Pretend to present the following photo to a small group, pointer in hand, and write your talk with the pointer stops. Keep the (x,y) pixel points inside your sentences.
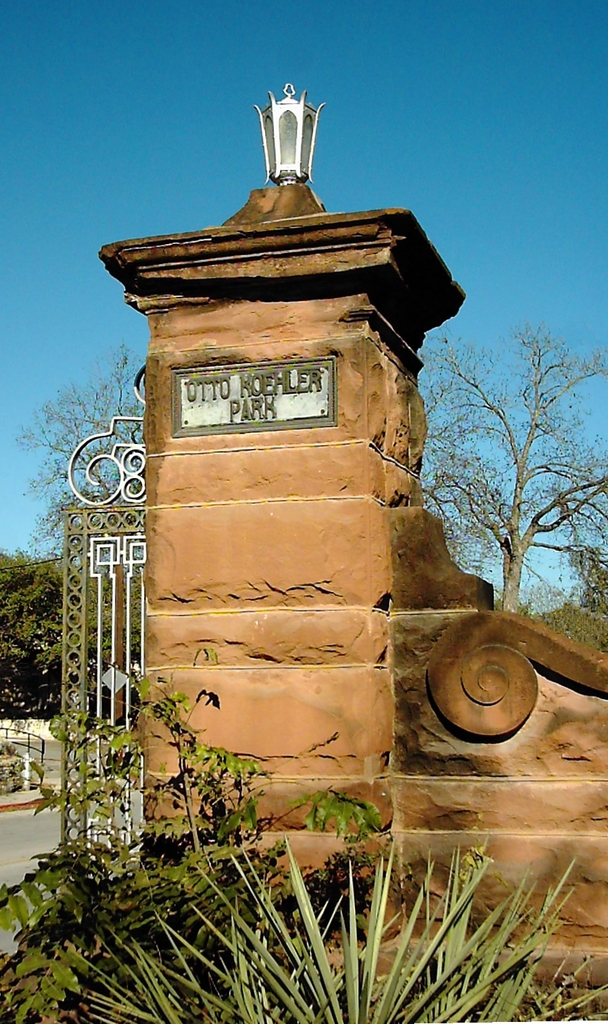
In this picture I can observe plants (376,913) in the bottom of the picture (239,911). I can observe name board (265,421) fixed to the pillar (214,502) in the middle of the picture (282,374). In the background (12,445) there are trees (535,529) and sky (414,92).
